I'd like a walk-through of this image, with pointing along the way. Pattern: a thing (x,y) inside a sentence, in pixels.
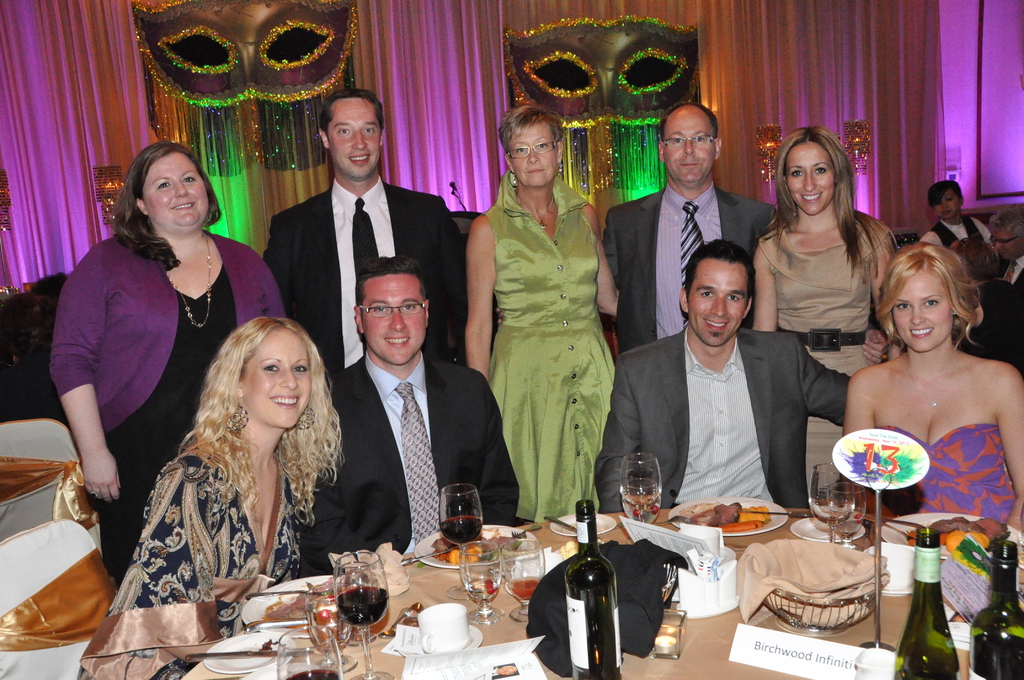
In this image we can see four people (322,495) are sitting in the chairs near the dining table (522,525) and five people (612,247) are standing. On the table (775,589) there are many food items (297,610), plates (257,618), spoons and forks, glasses (339,657), cups (449,645), bottles (585,616), etc. In the background of the image (860,54) there is the curtains (105,91) and some decorative items (536,48) placed.
